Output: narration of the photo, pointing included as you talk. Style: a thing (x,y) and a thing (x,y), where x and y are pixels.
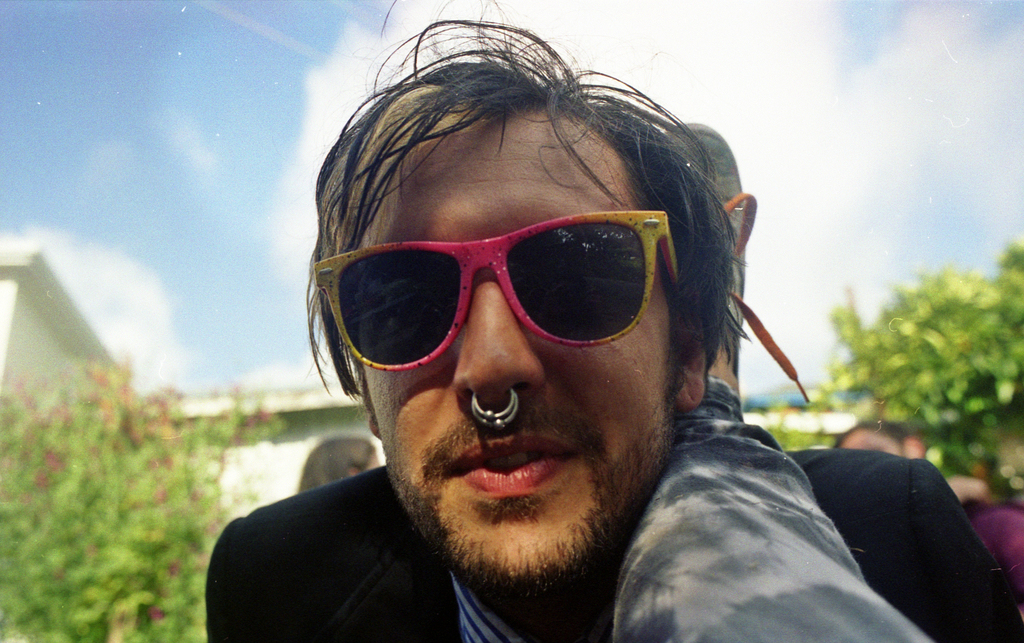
In this image we can see a person (510,482) wearing glasses (562,309). In the background (273,454) there are trees (961,422) and a building (358,432). We can see people (777,478). There is sky (382,34).
